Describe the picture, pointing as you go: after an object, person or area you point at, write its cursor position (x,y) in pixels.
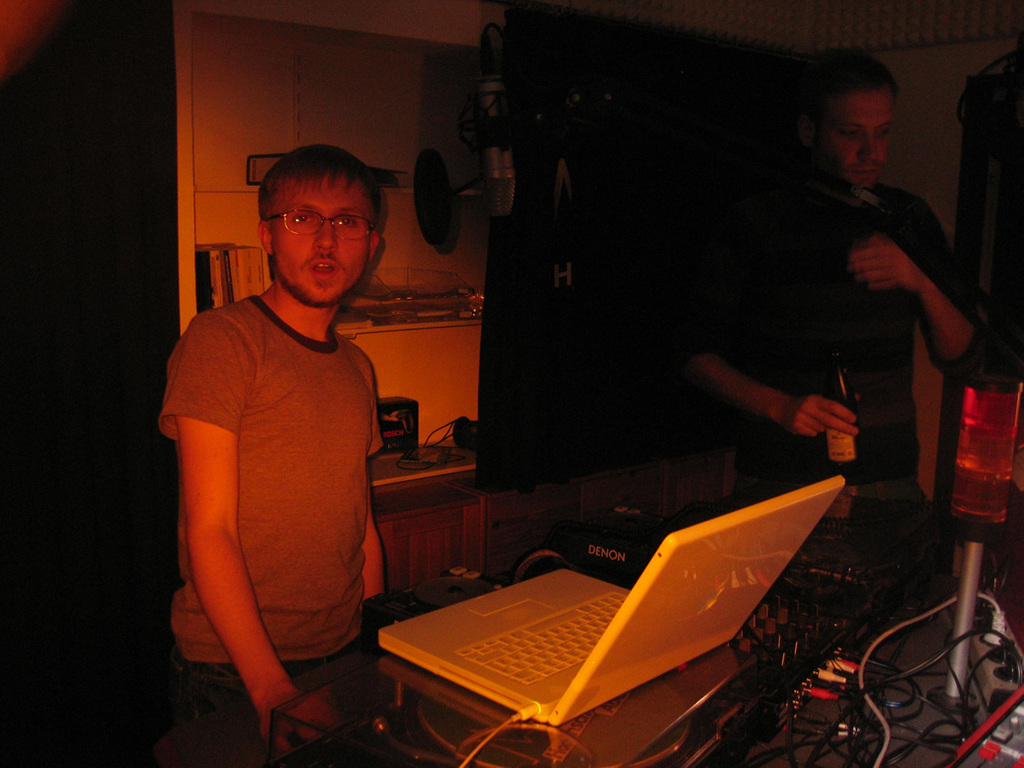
In this image I can see two men (855,333) is standing in front of a table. On the table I can see a laptop (644,588) and other objects (624,576) on it.
